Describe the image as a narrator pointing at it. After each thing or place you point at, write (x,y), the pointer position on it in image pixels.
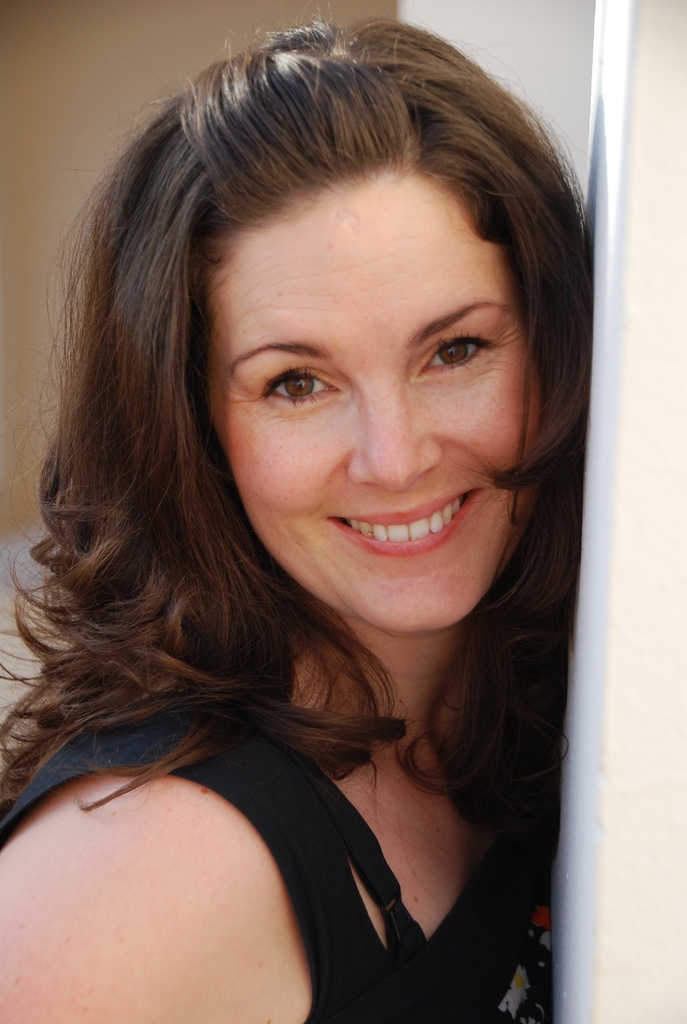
In this image there is a woman (297,494) she is wearing black color top (374,950) and giving a pose to a photograph.
